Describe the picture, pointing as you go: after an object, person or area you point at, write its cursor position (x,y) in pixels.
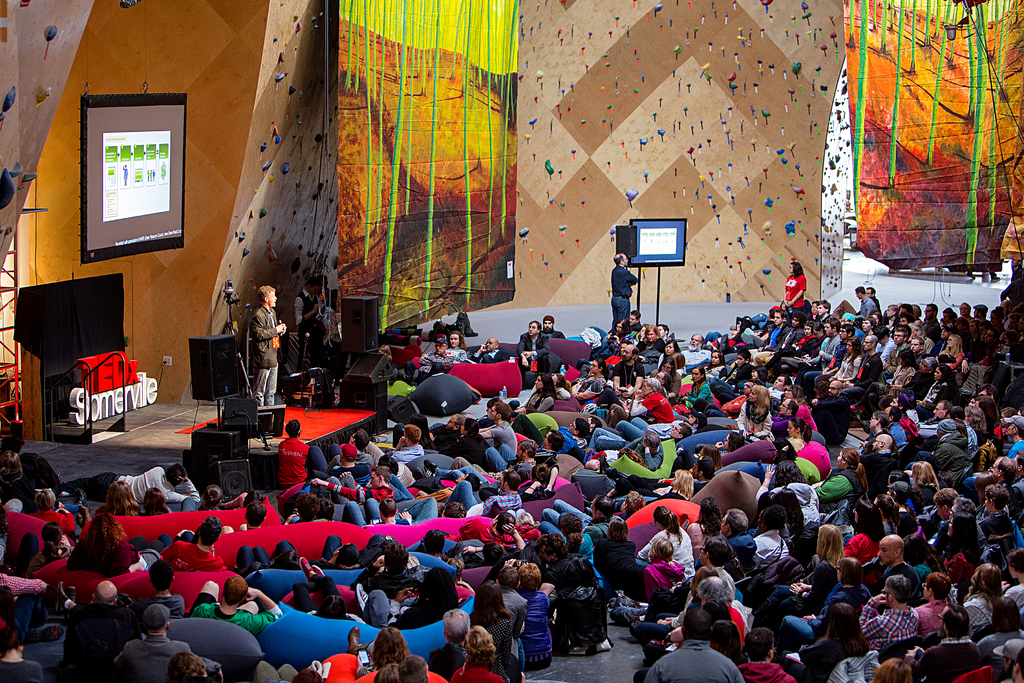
There are persons (378,586) in different color dresses (735,388), sitting on sofas (240,681), there are persons (689,677) sitting on chairs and there are persons (796,275) standing. In front of them, there is a person (263,331) standing on a stage (334,417) on which, there are speakers (364,318). In the background (150,152), there is a screen (116,121), there are curtains (893,196), there is another screen (664,234) and beside this screen (642,235), there is a speaker (633,235).
